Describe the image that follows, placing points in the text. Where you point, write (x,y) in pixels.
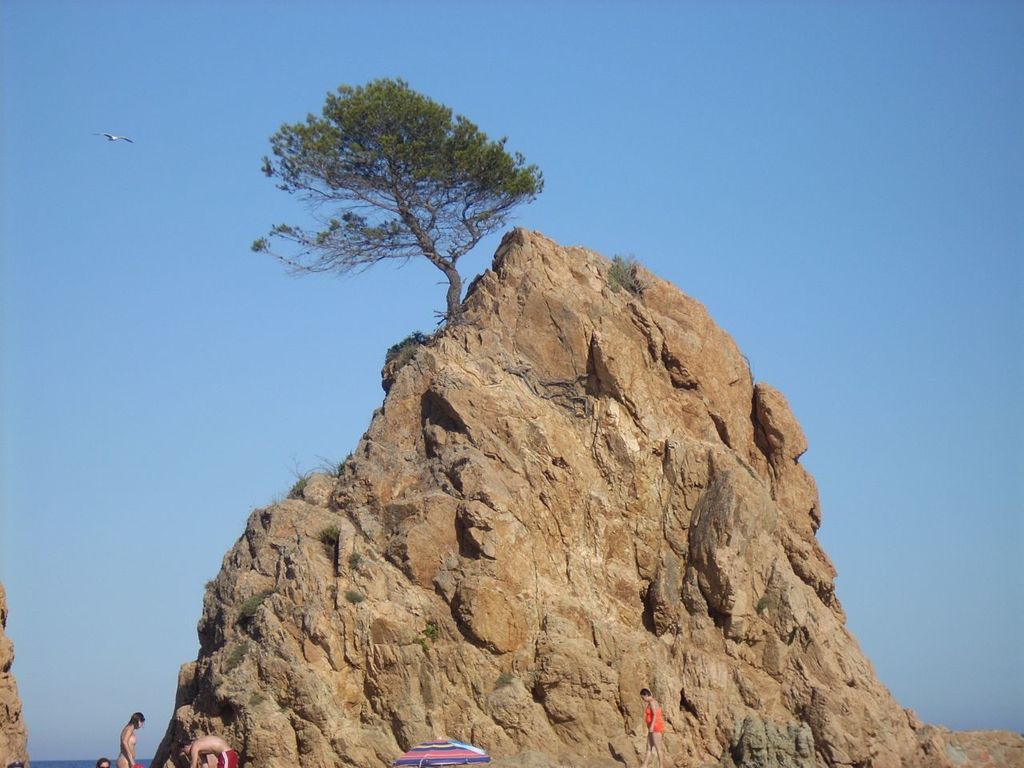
It is a big rock (581,593) there is a tree (322,190) on it. On the left side (123,741) few people (219,762) are there. At the top (699,126) it is the sky (65,642).
